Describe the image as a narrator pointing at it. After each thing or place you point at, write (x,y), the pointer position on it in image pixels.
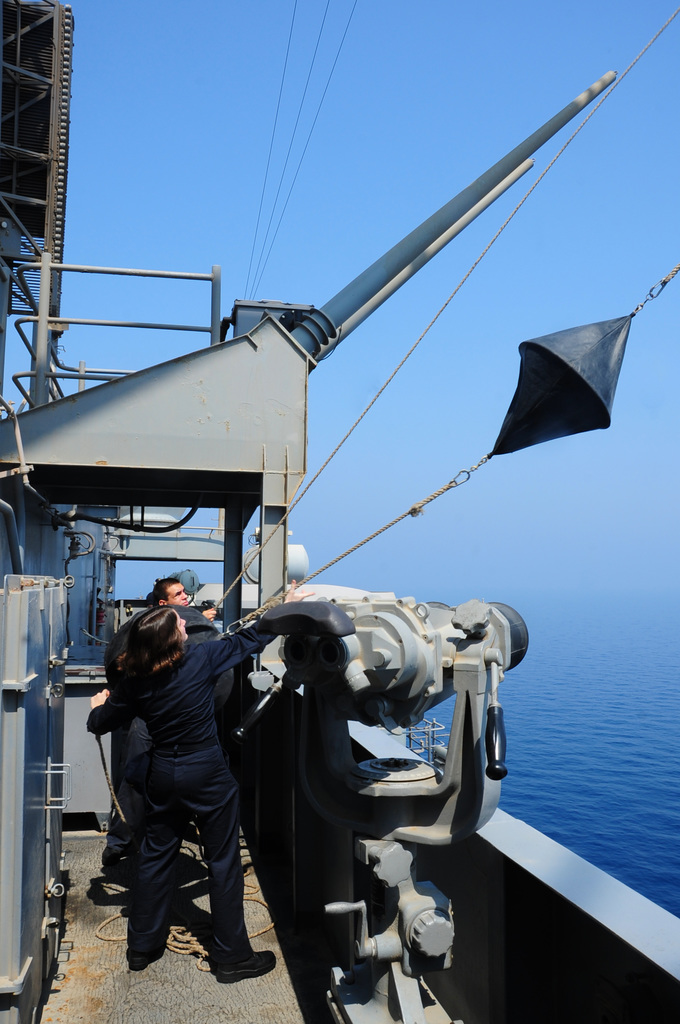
In this picture we can see a ship (496,722) on the water (522,687) and we can find few people (189,720) on the ship (181,860).
